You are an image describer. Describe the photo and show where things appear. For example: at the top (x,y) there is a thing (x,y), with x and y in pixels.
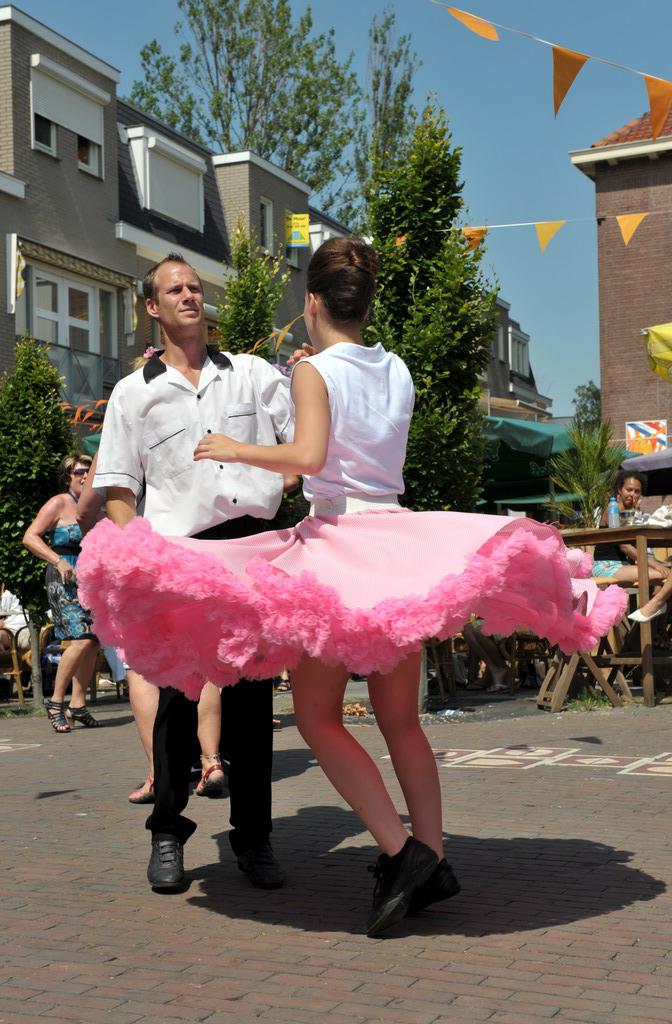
In the image we can see there are people (161,573) standing and it looks like some of them are dancing. They are wearing clothes (128,670) and shoes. Here we can see the buildings (56,326) and the windows (63,317). We can even see trees (12,448), paper decoration (620,219) and the sky (468,135).
